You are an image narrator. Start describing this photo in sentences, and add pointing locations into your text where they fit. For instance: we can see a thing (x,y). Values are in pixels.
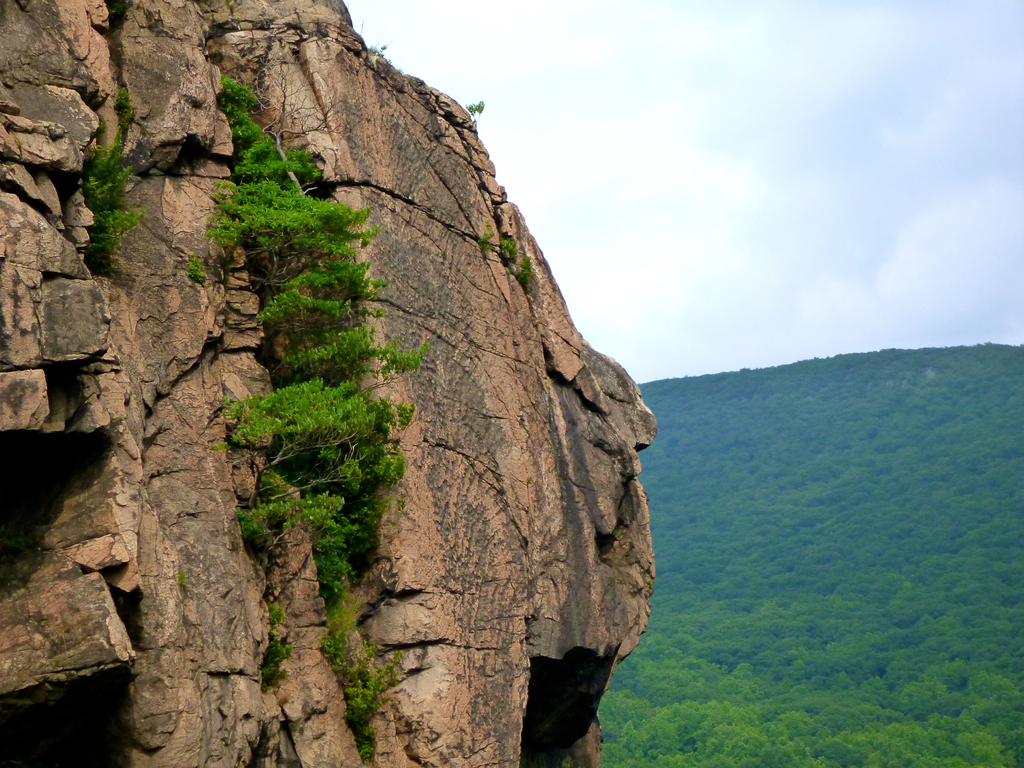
In this image we can see trees (690,616), hills (647,601), sky (690,308) and clouds (637,94).
